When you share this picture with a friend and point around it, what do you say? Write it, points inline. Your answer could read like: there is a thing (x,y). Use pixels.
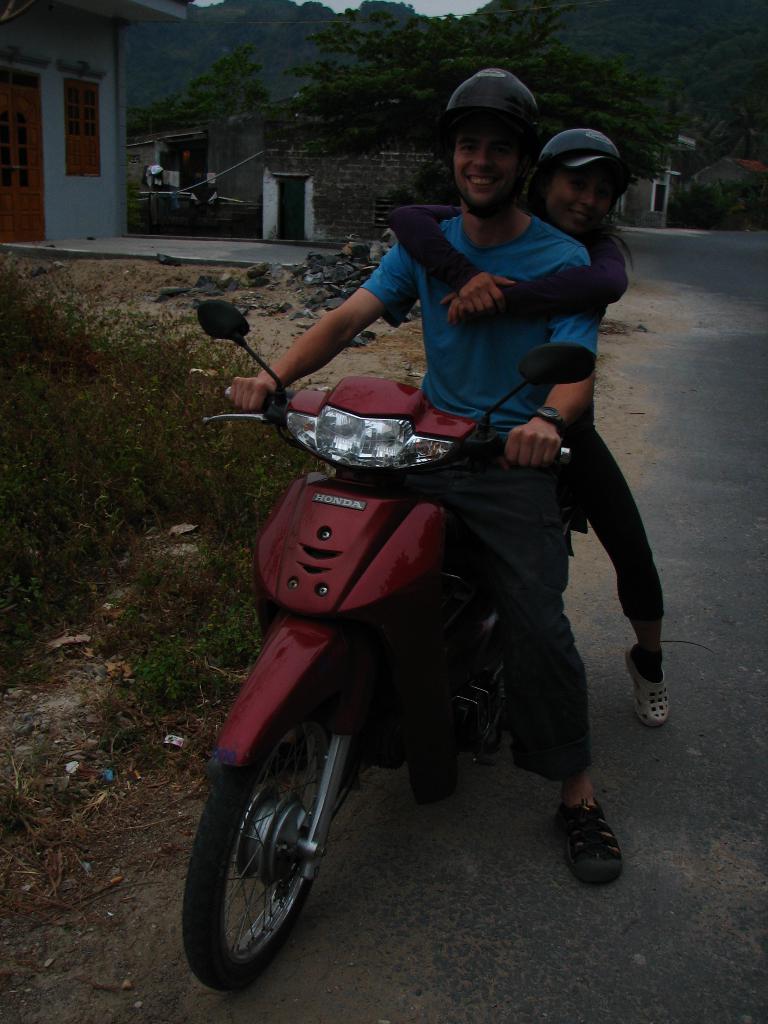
In this picture we can see a man (551,554) and a lady (642,562) on the vehicle (426,467) and behind them there are some plants (148,537), trees (619,113), house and stones (346,283) and some grass (163,547) on the floor (149,808).
